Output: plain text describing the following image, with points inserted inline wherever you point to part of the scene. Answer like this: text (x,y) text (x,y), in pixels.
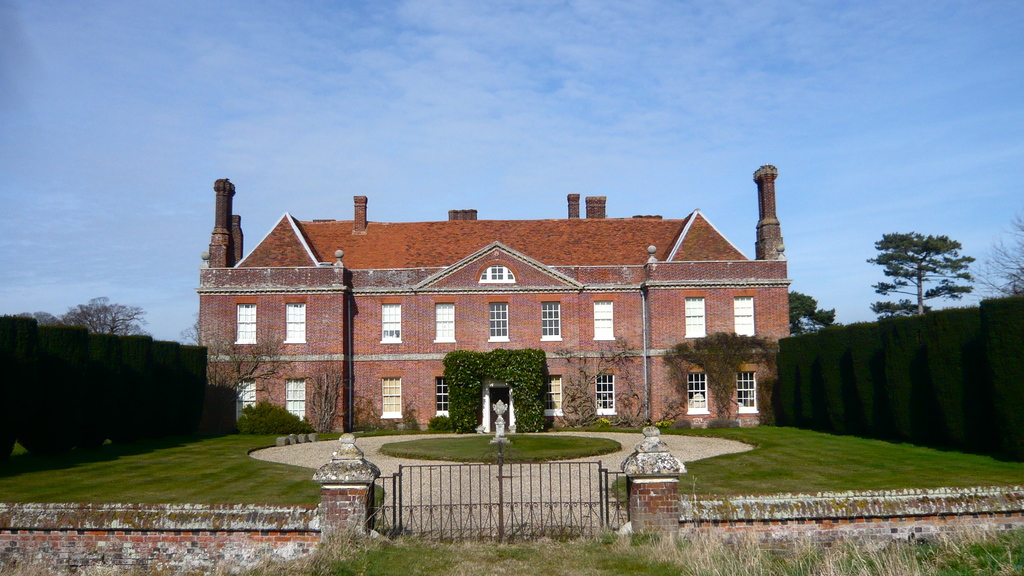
In this image there is a building (536,314) and in front of it there is a gate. At sidewalls (101,401) there is a gardening (179,430) and behind the side walls (888,403) there are trees (797,306) and a sky (646,139).
